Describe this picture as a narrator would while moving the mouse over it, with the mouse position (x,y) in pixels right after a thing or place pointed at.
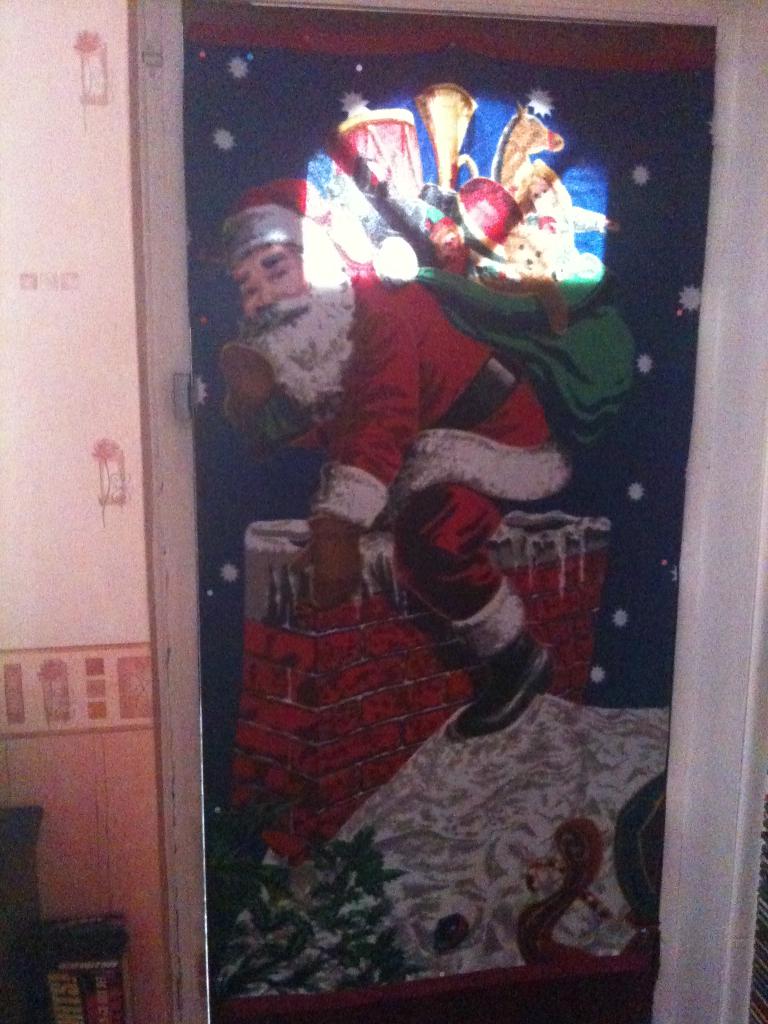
In the image there is a door (318,287) on the wall (75,60) with santa claus painting (408,573) on it.
